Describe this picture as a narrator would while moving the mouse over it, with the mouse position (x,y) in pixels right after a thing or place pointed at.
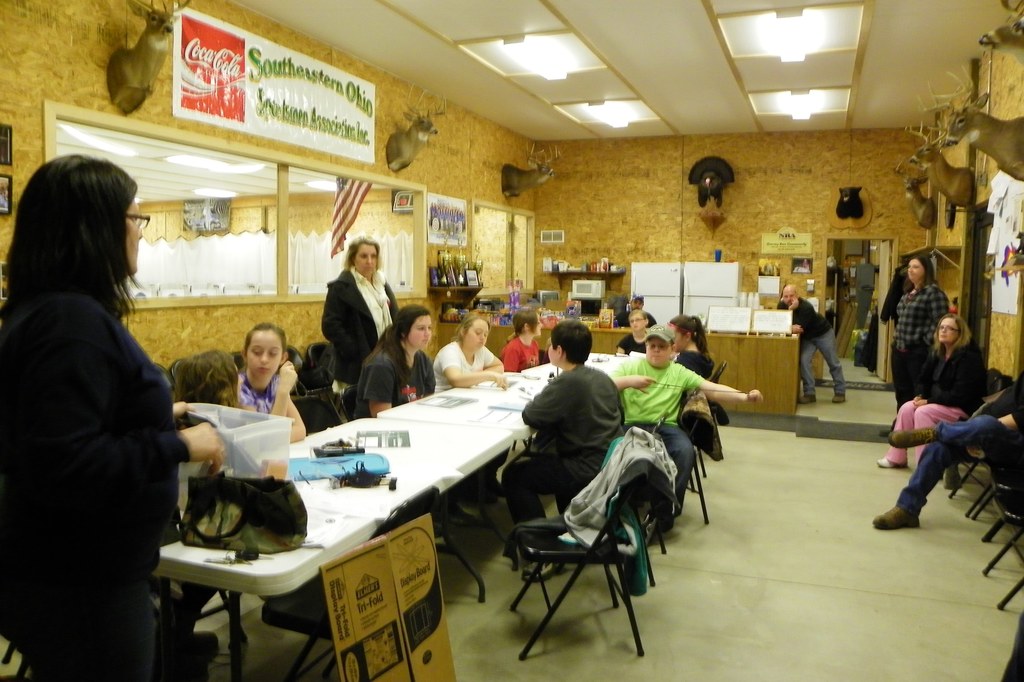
In the image we can see there are people (584,388) who are sitting on the chairs (338,422) and few people (9,413) are standing.
